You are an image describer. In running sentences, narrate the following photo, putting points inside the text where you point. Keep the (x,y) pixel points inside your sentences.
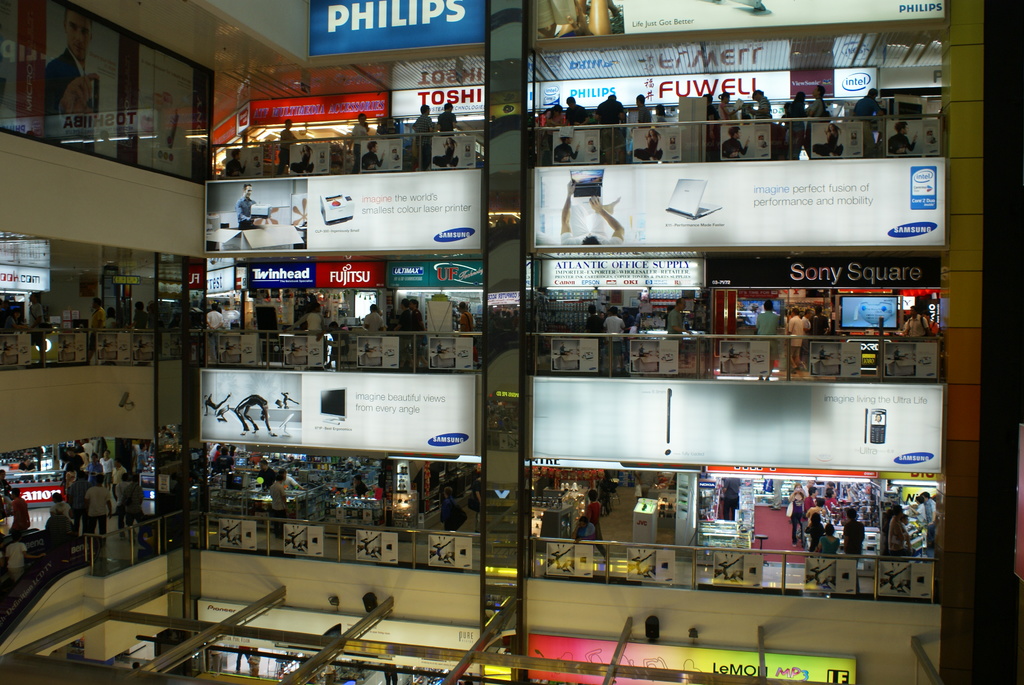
This is a multi floored building (179,74). We can see hoardings (404,213) on the wall (423,593), glass fences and there are poles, lights (336,601), stores (363,675), few persons (606,115) are standing on the floor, objects (225,494) on a platform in the stores (351,490) and there are metal objects (137,682).
